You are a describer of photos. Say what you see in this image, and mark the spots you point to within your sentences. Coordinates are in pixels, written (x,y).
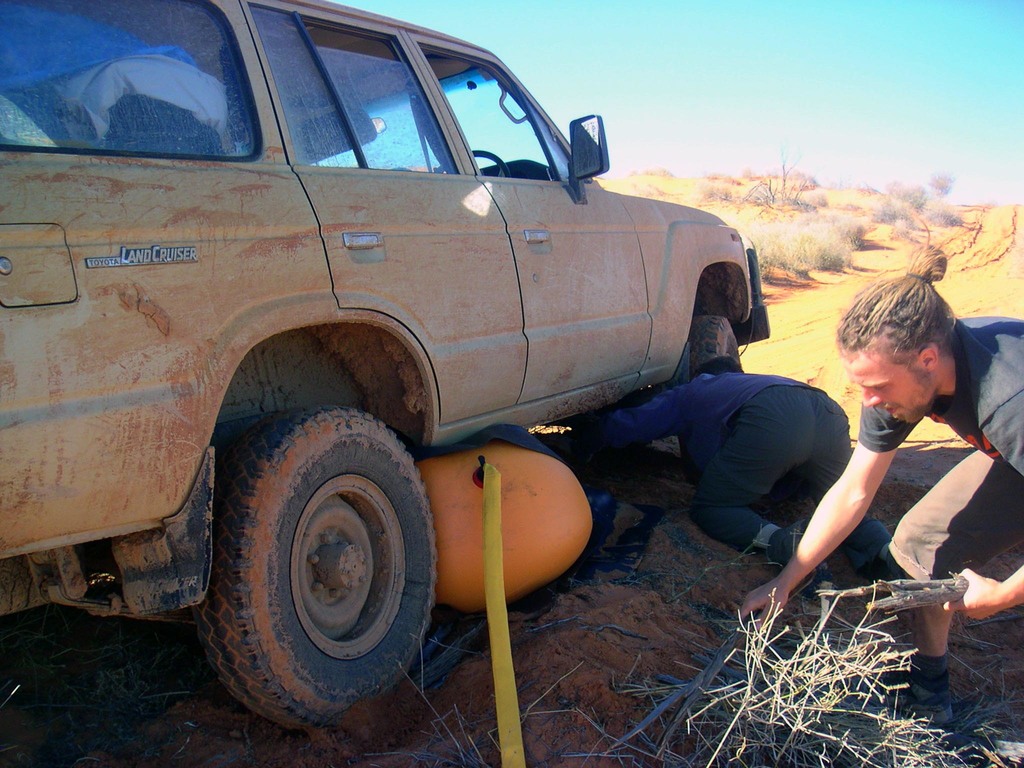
In the foreground of this image, there is a car (413,258). On right (986,462), there is a man (975,591) holding sticks (937,590) in his hand (966,600) and another person (738,414) going under the car (629,280). In the background (635,174), there are plants (820,260), path (984,253) and the sky (750,101).
